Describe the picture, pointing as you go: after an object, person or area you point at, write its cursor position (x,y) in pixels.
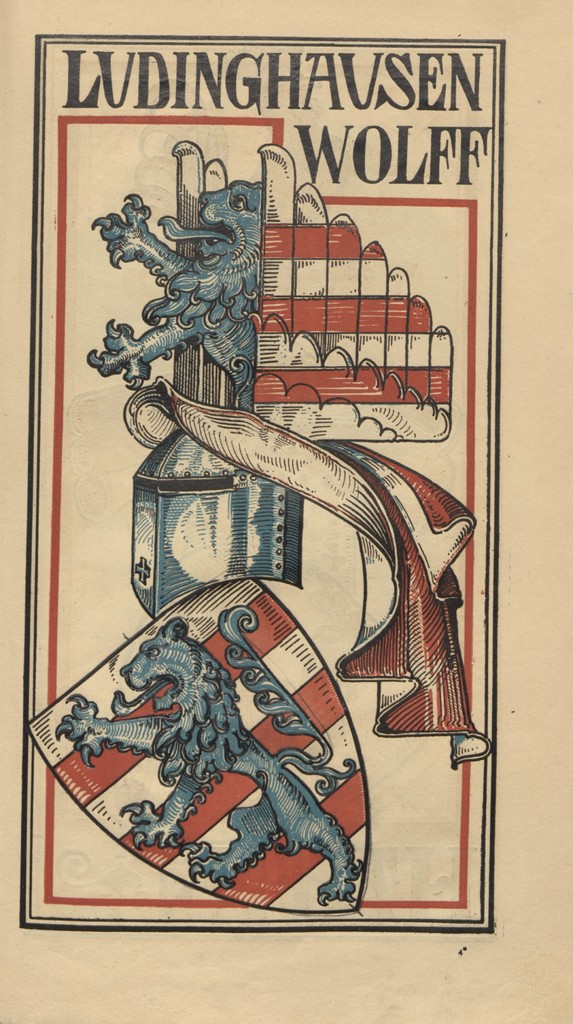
In this image, this looks like a poster (205,492). I can see the pictures (188,580) and letters (330,156) on the poster (422,857).
